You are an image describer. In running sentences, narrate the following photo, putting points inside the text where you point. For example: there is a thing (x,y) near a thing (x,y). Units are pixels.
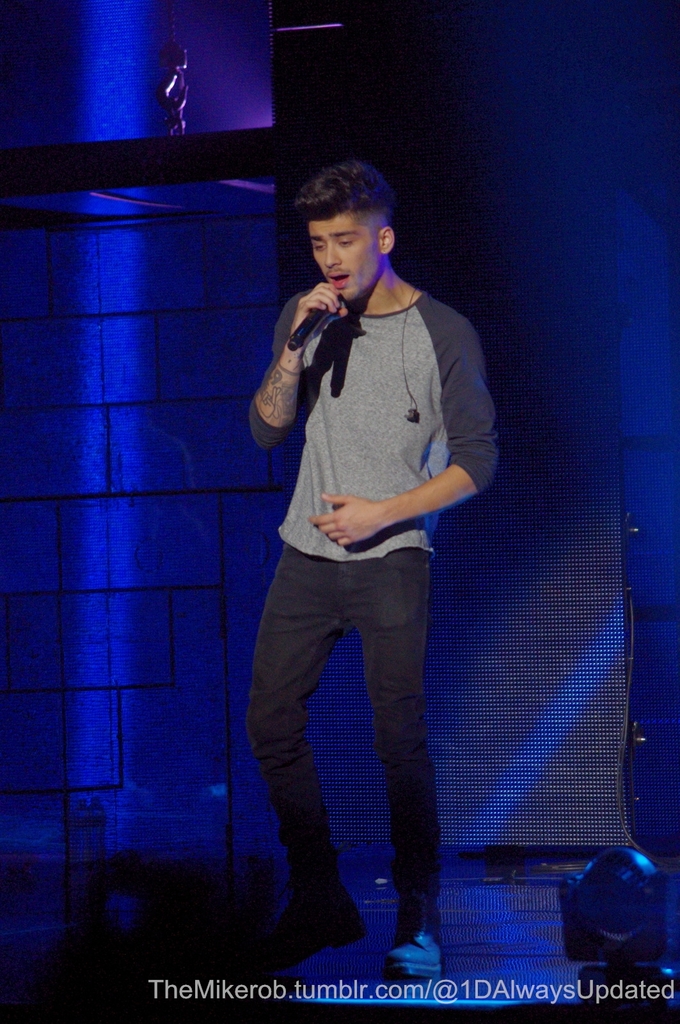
In the middle of the image (437,472) a man (434,339) is standing and holding a microphone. Behind him there is a wall (676,701).
